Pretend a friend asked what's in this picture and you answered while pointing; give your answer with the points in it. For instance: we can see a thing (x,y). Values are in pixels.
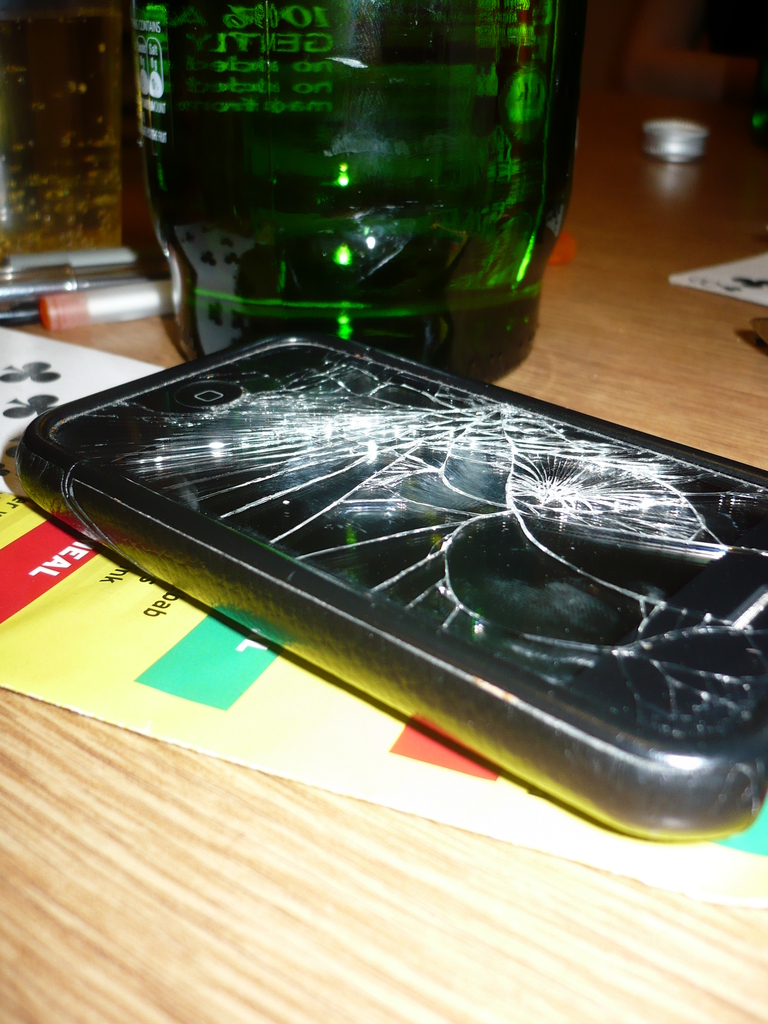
In the image we can see there is a mobile phone (477,585) on which the glass (377,536) is broken and it is on the table (31,773) and beside it there is a green colour glass bottle (328,173).
